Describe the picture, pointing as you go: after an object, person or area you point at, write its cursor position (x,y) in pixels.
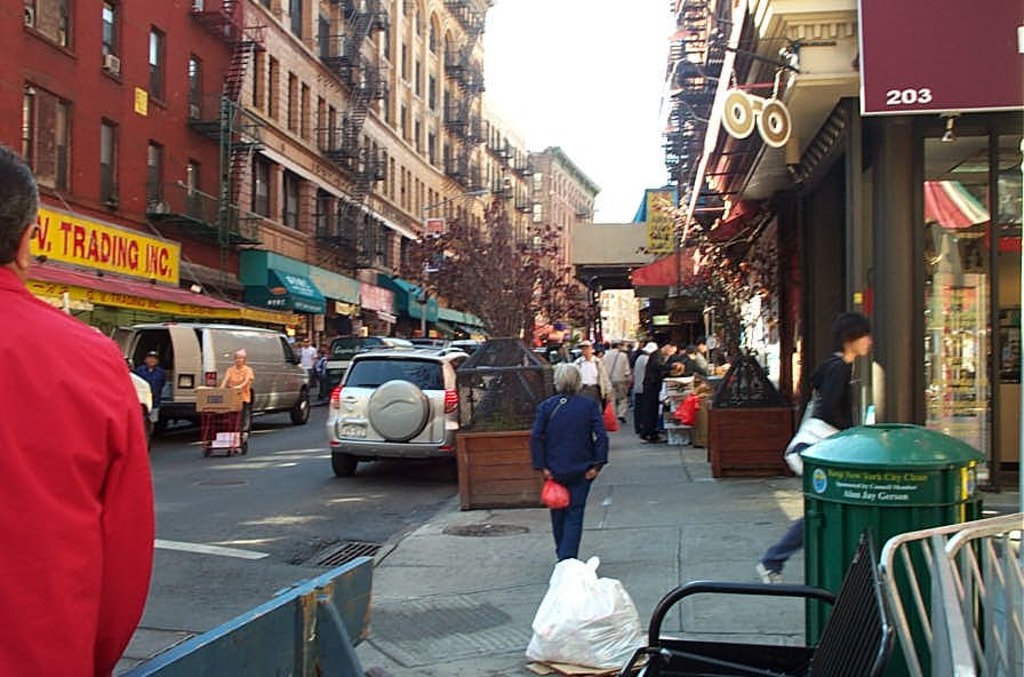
In this image there are buildings (201,146). At the bottom (671,639) there is a bin (835,540), chairs (858,639) and a bench (337,649). We can see a cover (565,655) placed on the walkway (529,629). There are people (237,376). On the left (299,405) we can see cars (330,394) on the road (211,537). In the background (542,300) there are trees (524,292) and sky (603,105).
